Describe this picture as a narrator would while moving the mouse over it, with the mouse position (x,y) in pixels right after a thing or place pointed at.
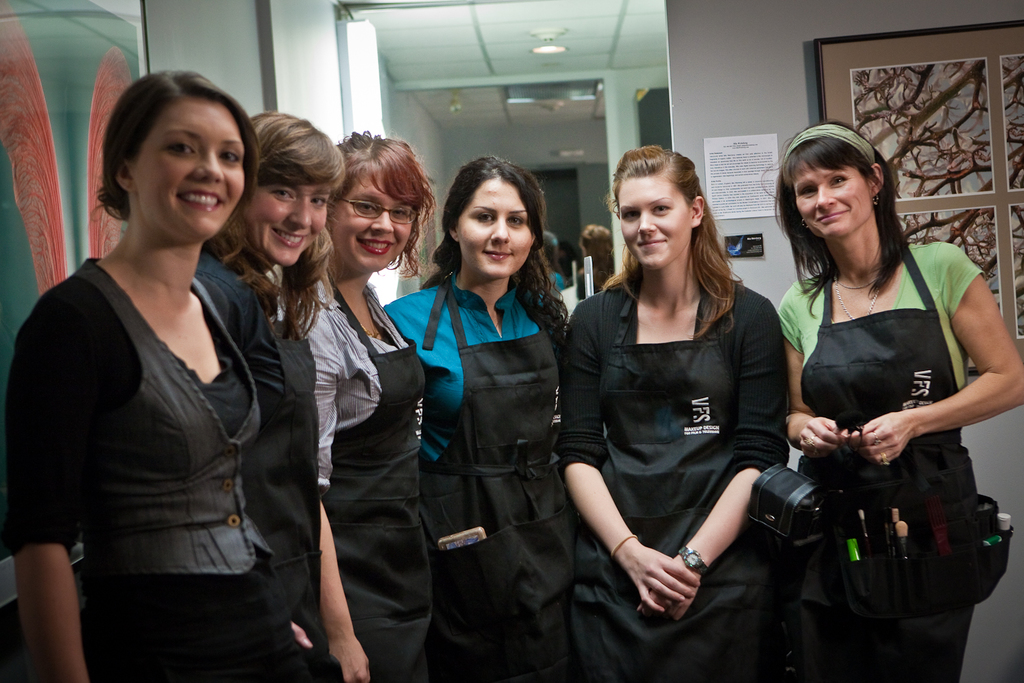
In the picture we can see six women (183,433) are standing together and smiling and behind them, we can see a part of the wall (1000,422) with a note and beside it, we can see the photo frame (1010,318) with some designs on it and to the ceiling (466,112) we can see the light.
